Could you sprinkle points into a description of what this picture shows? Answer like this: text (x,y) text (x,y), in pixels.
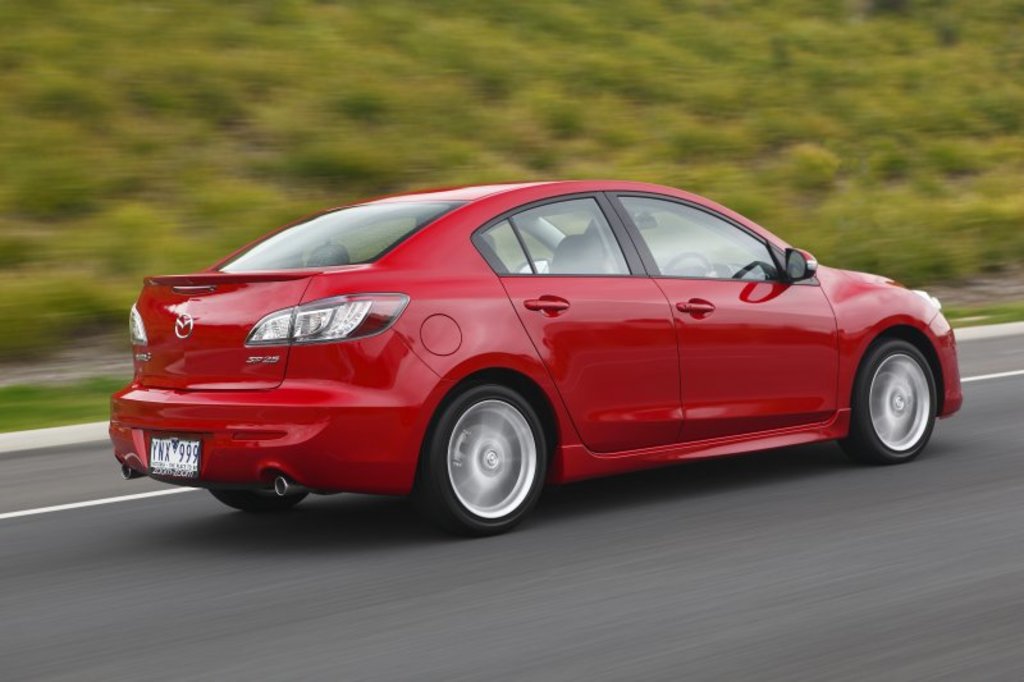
In this image a red car (341,362) is moving on the road (919,518). In the background (591,115) there are plants (620,93), grasses (615,108).
